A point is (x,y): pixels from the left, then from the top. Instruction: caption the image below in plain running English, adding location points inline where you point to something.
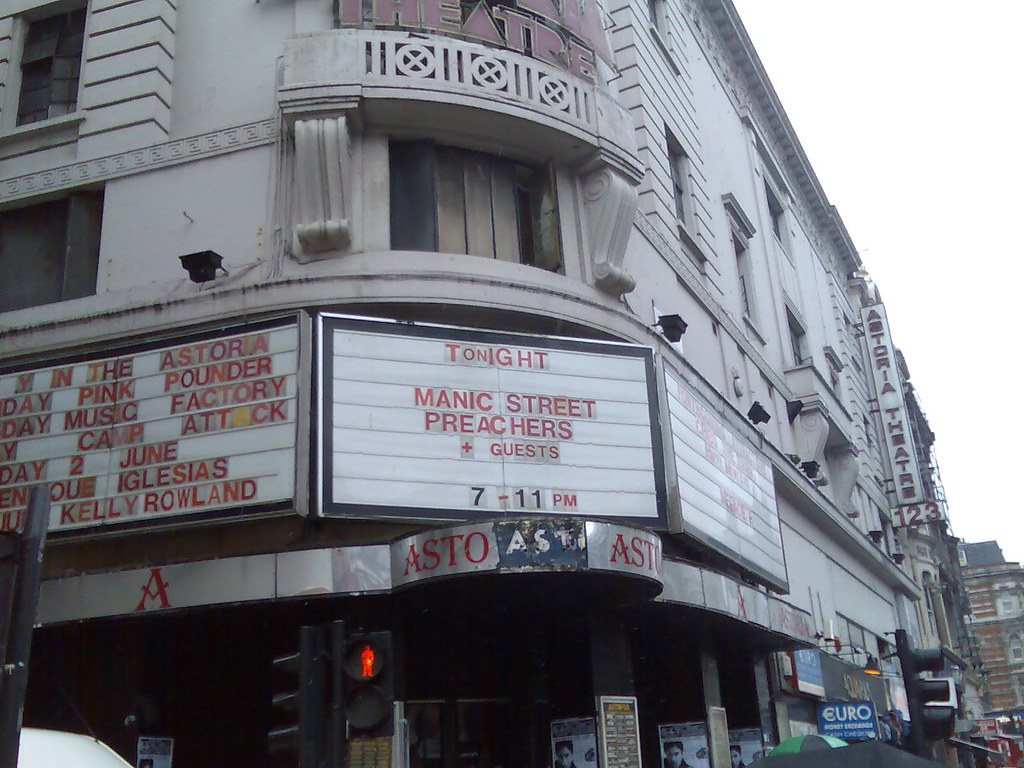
In this image, there is a building (798,385), on that building (482,284) there are some white color boards (347,504), on the white color board (370,408), there is TONIGHT MANIC STREET written, there is a black color signal light (355,650), at the right side (944,111) top there is a sky (962,77).
